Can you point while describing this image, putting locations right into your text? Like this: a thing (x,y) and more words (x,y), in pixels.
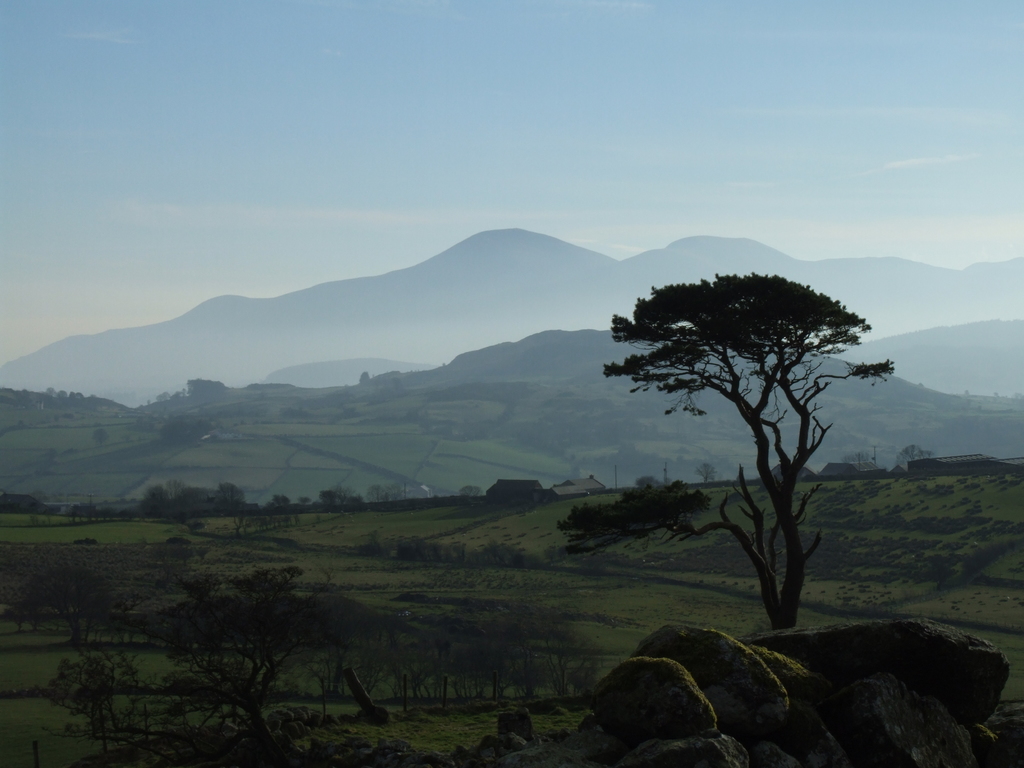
This picture is clicked outside. In the foreground (524,635) we can see the green grass (595,588), trees (501,683) and the rocks (851,677). In the background (378,94) we can see the sky (379,225), hills (414,309), trees (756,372), houses (566,484) and some other objects (970,457).
